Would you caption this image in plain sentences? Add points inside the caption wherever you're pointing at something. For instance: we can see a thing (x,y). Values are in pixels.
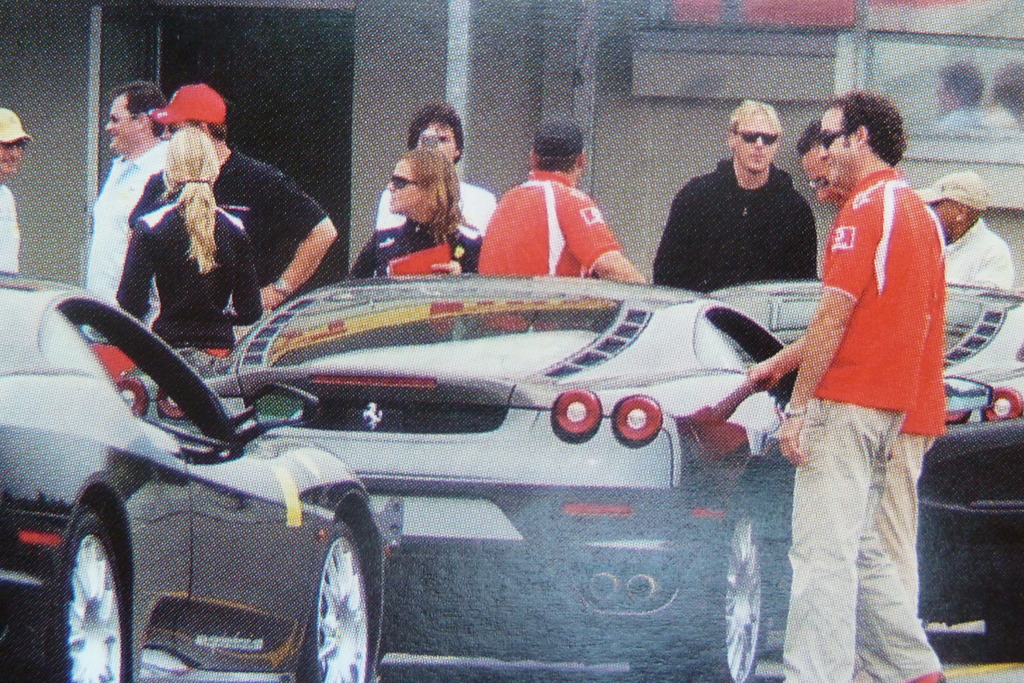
In this picture we can see cars (480,354) and a group of people (952,268) standing on the ground (776,681) where some of them wore goggles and caps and in the background (416,37) we can see the wall (737,58), glass (958,99).
